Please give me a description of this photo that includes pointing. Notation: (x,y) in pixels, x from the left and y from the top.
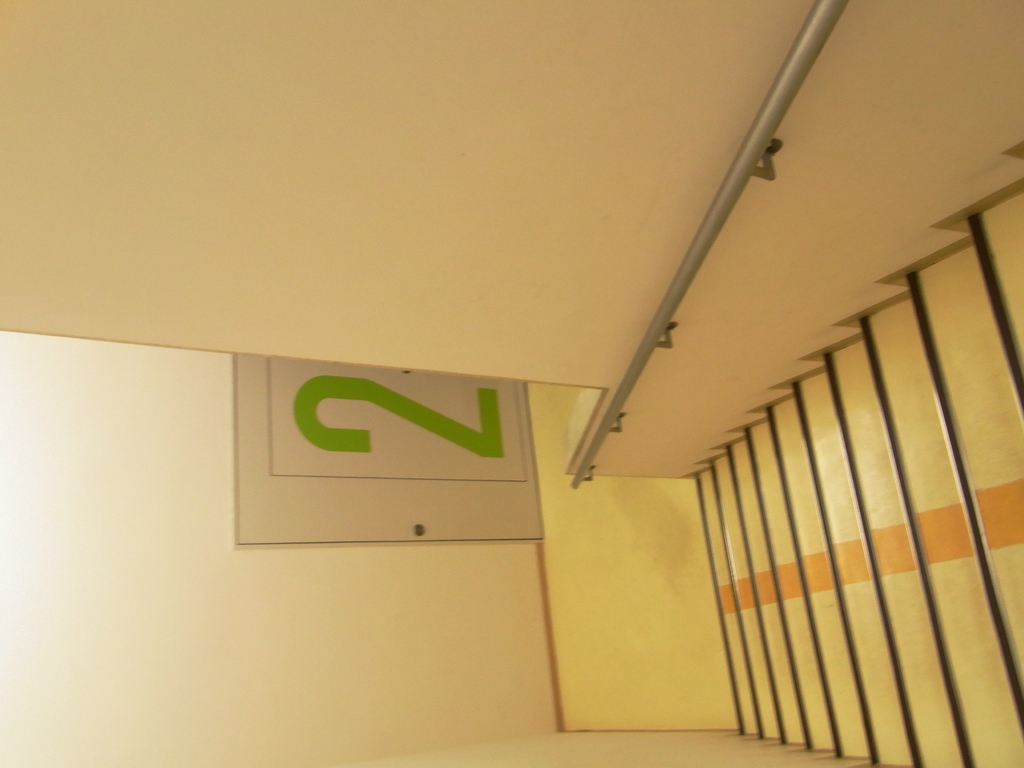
In this image, I can see a stair (882,309) and a handrail (744,184) to the wall (607,273). I can see a number (302,433) on a board (384,523), which is attached to the wall (179,550).
